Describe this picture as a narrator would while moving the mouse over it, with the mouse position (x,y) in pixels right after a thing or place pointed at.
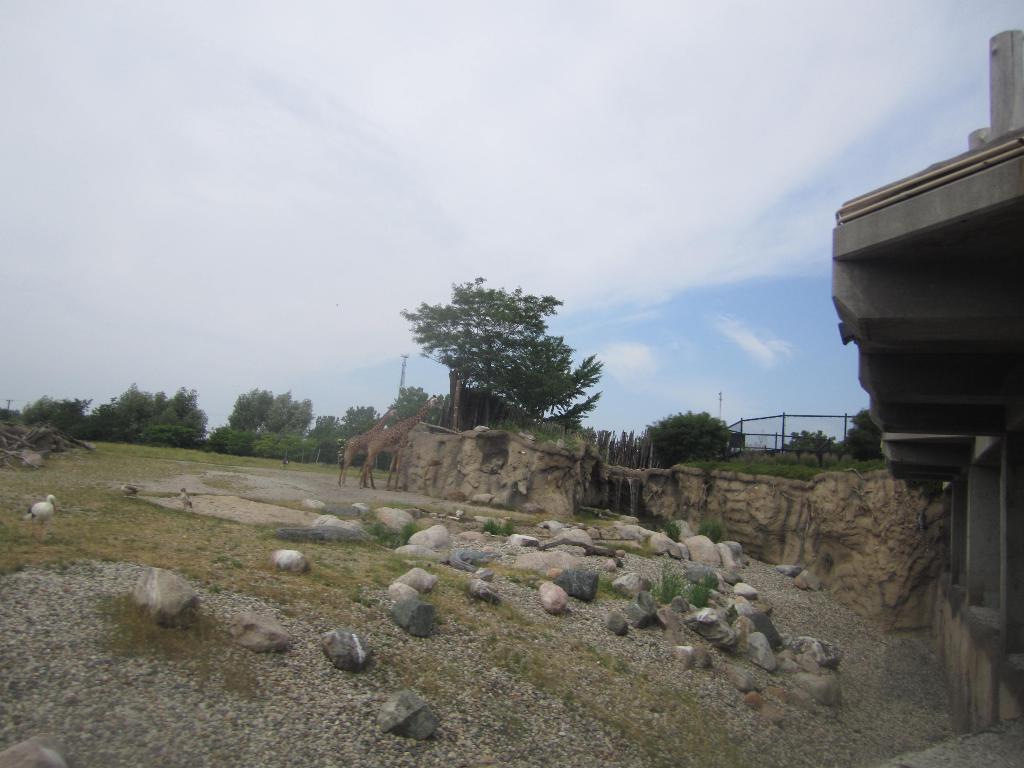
In this image, we can see giraffes (406,420), trees (592,400), building (884,453) and some stones (397,592) on the ground (309,605). On the left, there are some birds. At the top (445,184), there is sky (419,218).
